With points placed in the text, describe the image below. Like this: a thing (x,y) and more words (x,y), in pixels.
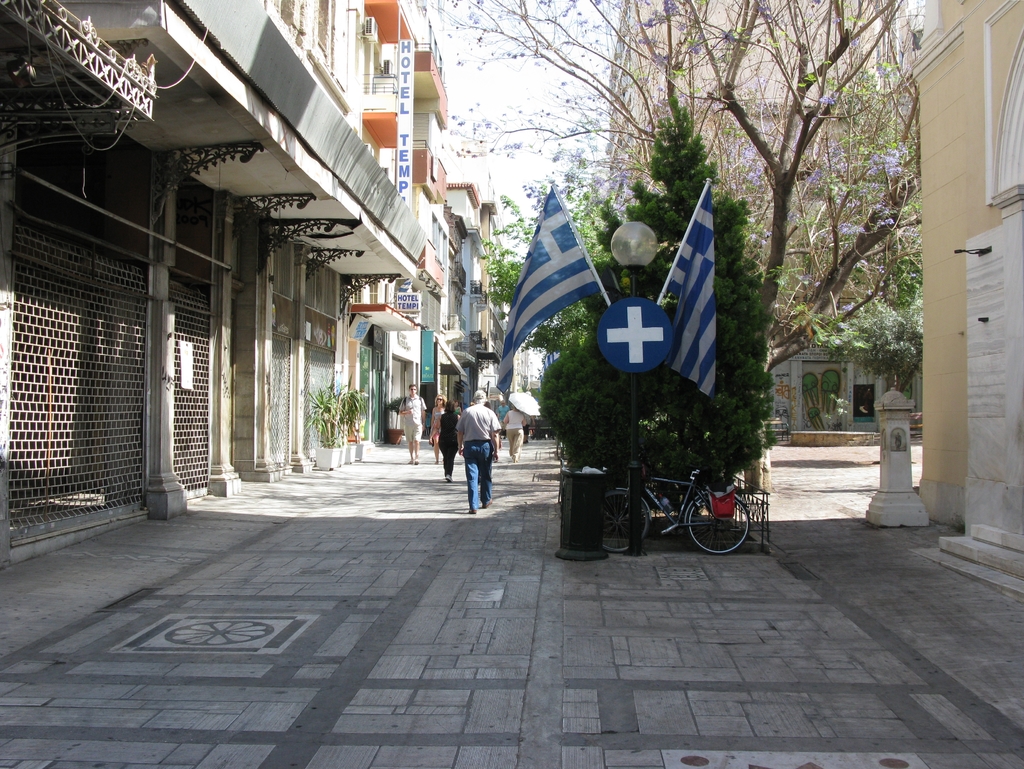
In this picture we can see some people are walking in a path (451,522), side we can see buildings (213,241), trees (613,451) and flags (687,292).
